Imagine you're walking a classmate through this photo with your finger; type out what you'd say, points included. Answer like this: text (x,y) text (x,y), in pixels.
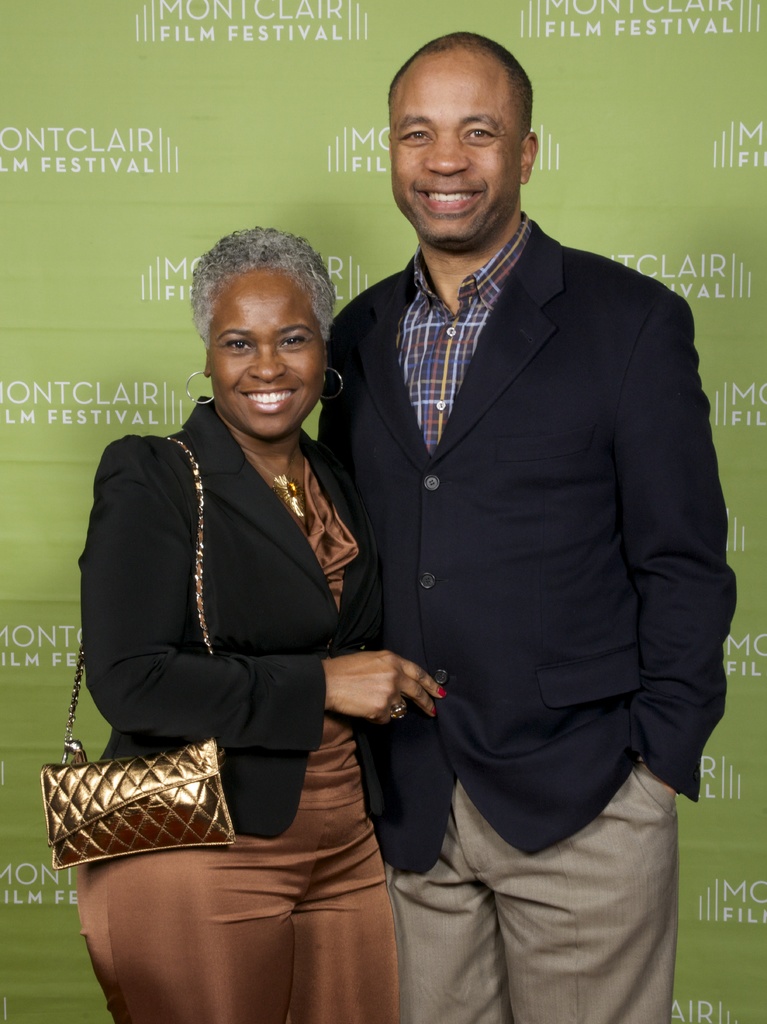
In this image i can see a woman (279,551) and a man (413,435) standing and smiling, at the background (286,121) i can see a board (187,178).
